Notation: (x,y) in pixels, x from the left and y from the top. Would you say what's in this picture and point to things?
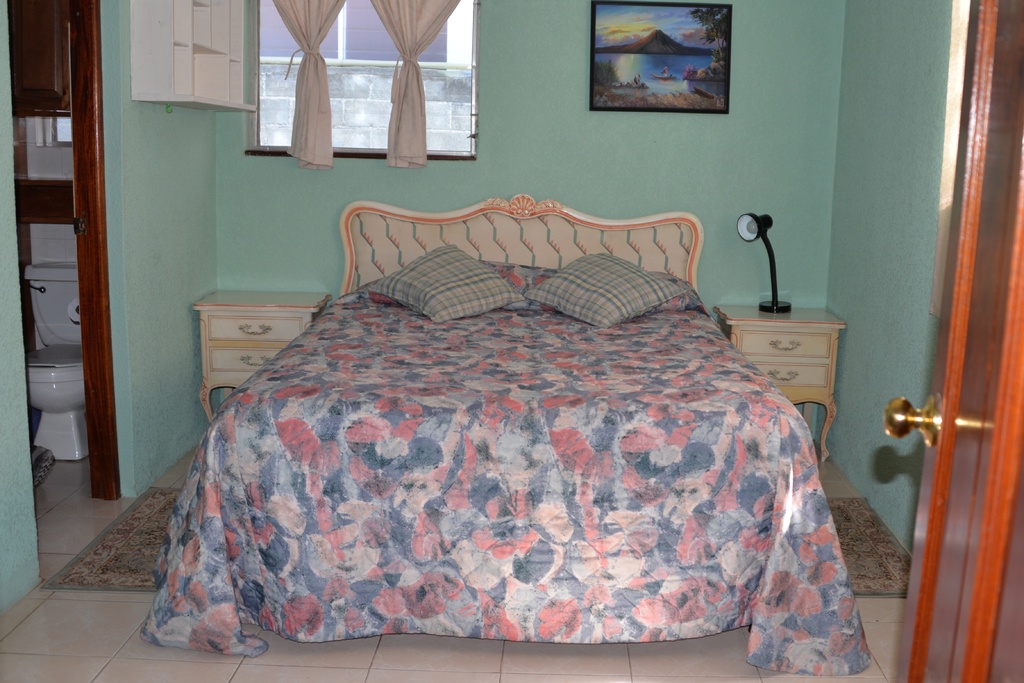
In the given image i can see the inside view of the house (526,163) that includes bed (748,421), wooden table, metal lamp (771,250), photo frame (689,85), window (364,58), curtain (304,81), door (975,424), floor mat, flush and behind the window (352,104) i can see a block wall (360,93).
